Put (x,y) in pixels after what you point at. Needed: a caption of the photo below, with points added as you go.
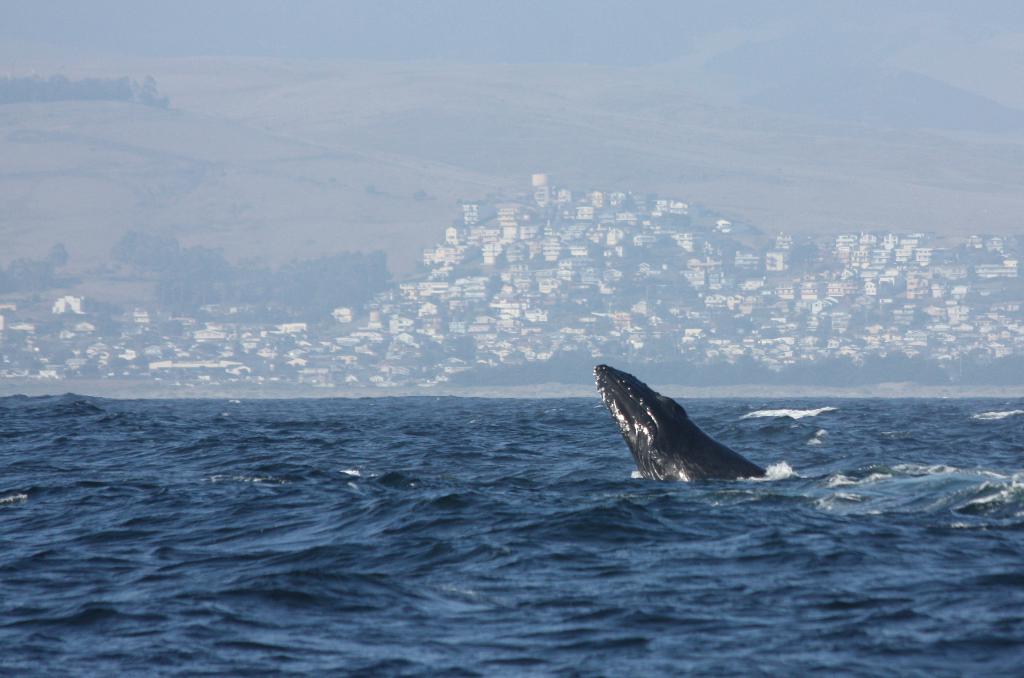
In this picture I can observe marine animal (660,432) in the water (655,494). In the background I can observe buildings (461,294).
